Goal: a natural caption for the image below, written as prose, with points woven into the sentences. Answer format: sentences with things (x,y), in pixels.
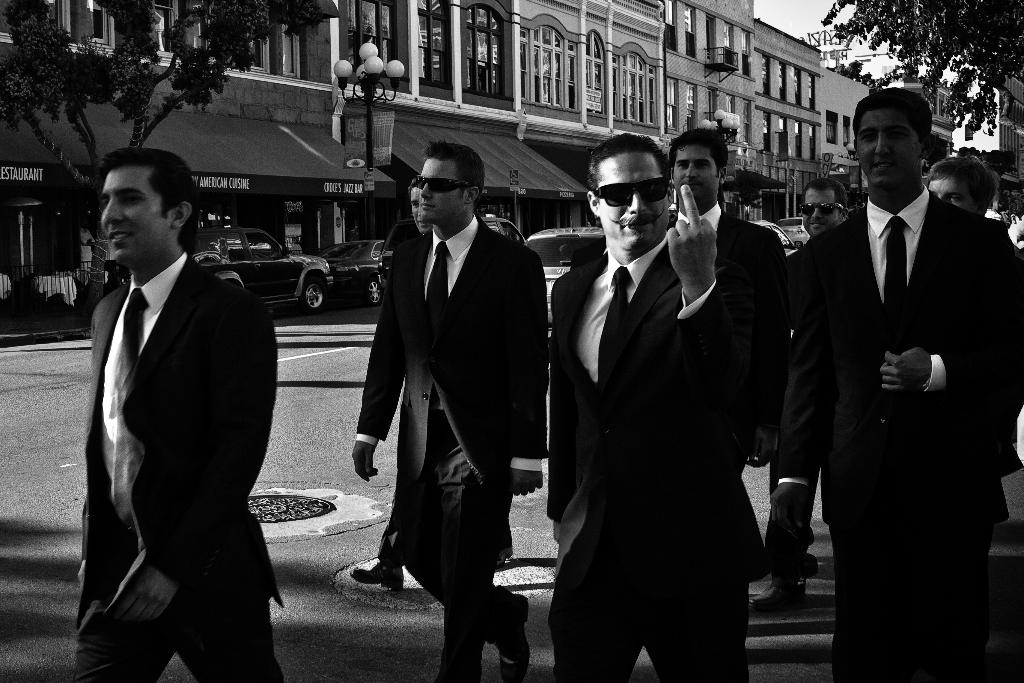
In the image we can see black and white picture of people (627,430) walking, they are wearing clothes (683,373) and some of them are wearing goggles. Here we can see the road (276,400) and vehicles (273,272) on the road (283,379), we can even see the building (585,48) and the windows (568,67) of the buildings (501,78). There are even trees (988,41), light poles (368,124) and the sky (770,11).
